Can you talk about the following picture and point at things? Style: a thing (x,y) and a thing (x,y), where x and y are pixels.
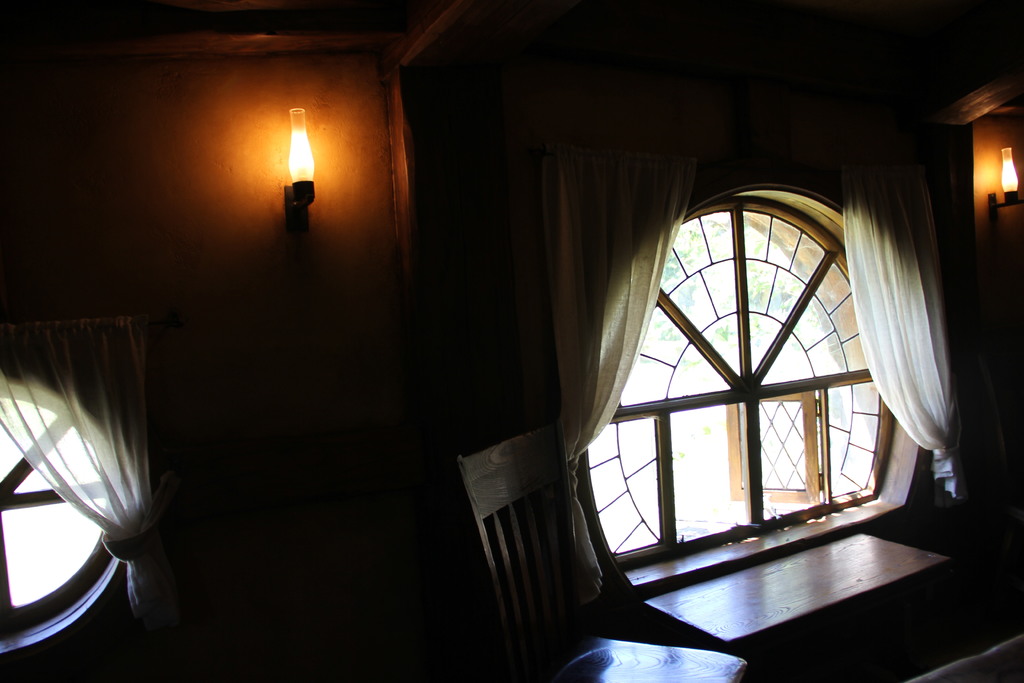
In this picture we can see the inside view of the room (860,614). On the top left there is a light (285,217). On the left (10,552) and right side (794,335) we can see the windows (773,331). Through the window (712,285) we can see the plants (761,288). At the bottom (842,566) we can see the wooden table (769,620) and chairs (549,479). Beside that we can see the window cloth (611,330).
